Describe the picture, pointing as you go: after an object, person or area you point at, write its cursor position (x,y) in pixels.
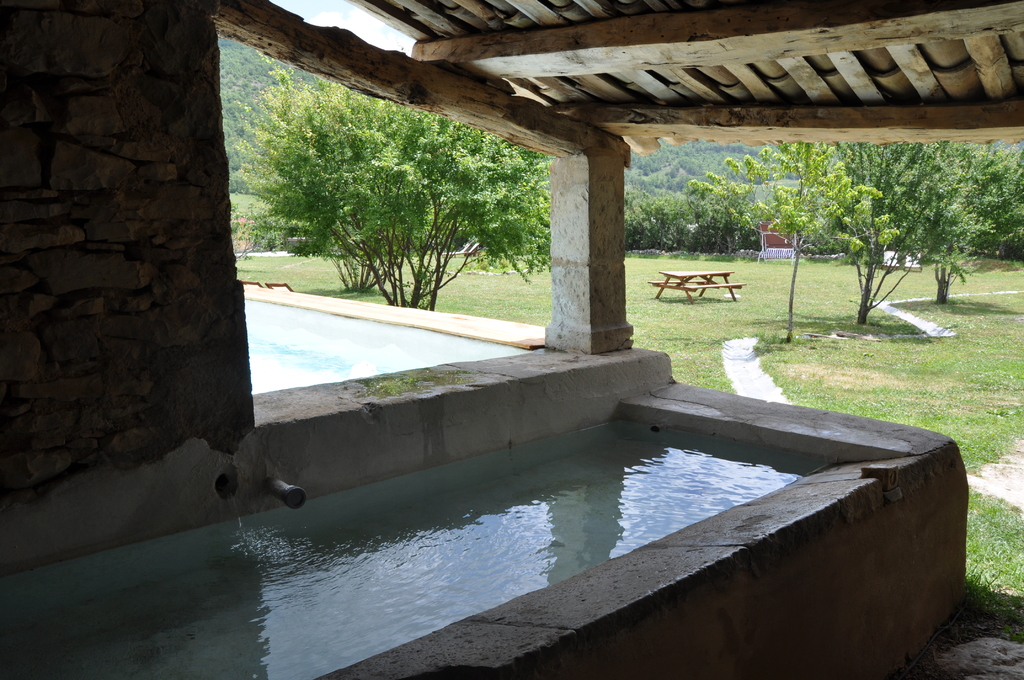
In this picture we can see water (293,642) in a container (779,496), wall (173,457), grass (780,360), picnic table (739,283), chairs (887,253) and trees (506,196). In the background of the image (351,20) we can see the sky (327,3).
